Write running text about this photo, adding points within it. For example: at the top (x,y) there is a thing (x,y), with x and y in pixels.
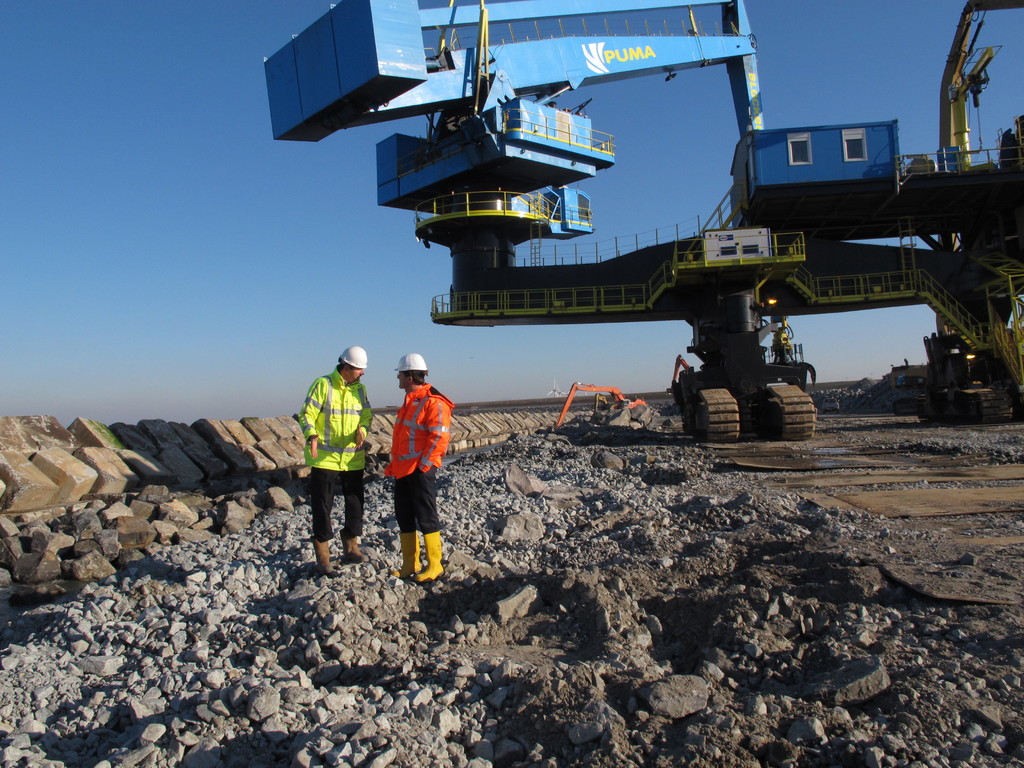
In the foreground of this image (405,678), there are stones (632,623) and two men (422,482) standing on it. On the left (150,465), there is a small stone wall (57,467). On the right (950,163), there is a crane (767,372). In the background (620,348), there is another crane (561,419) and the sky (171,273).
